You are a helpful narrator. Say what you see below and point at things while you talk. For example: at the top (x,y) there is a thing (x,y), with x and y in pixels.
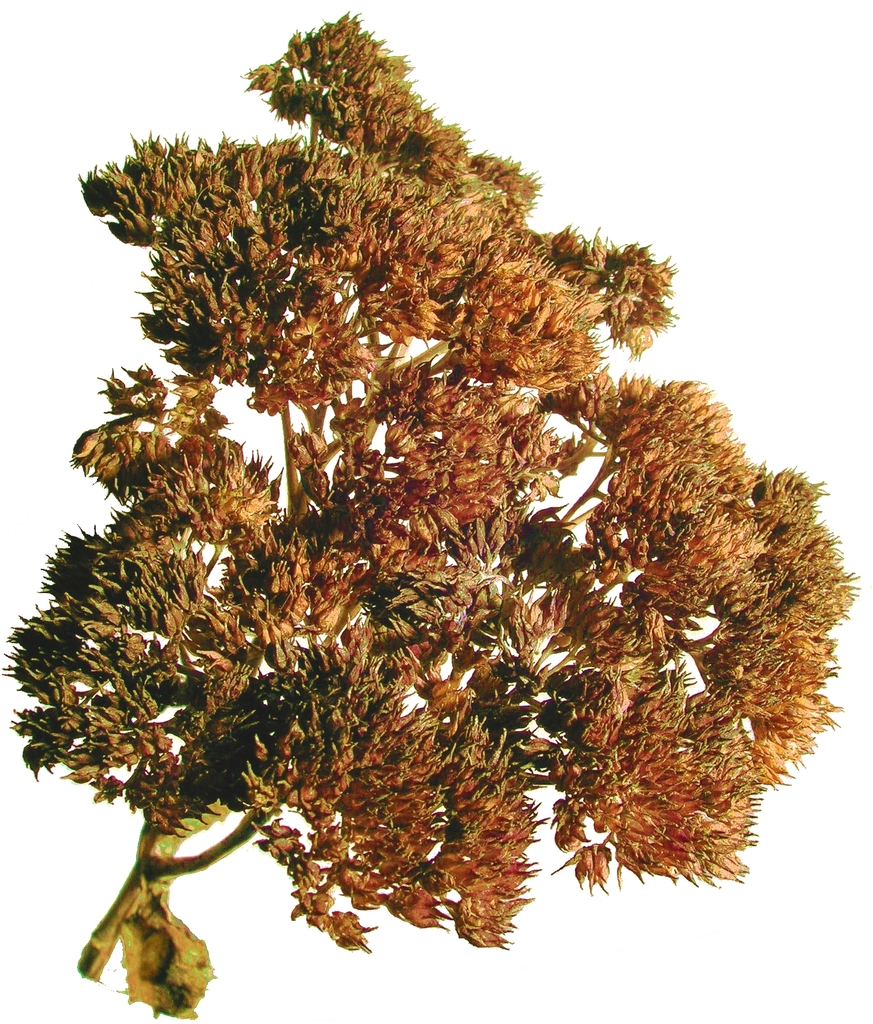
In this image, we can see branch (738,495) of a plant (506,535) on the white background.
